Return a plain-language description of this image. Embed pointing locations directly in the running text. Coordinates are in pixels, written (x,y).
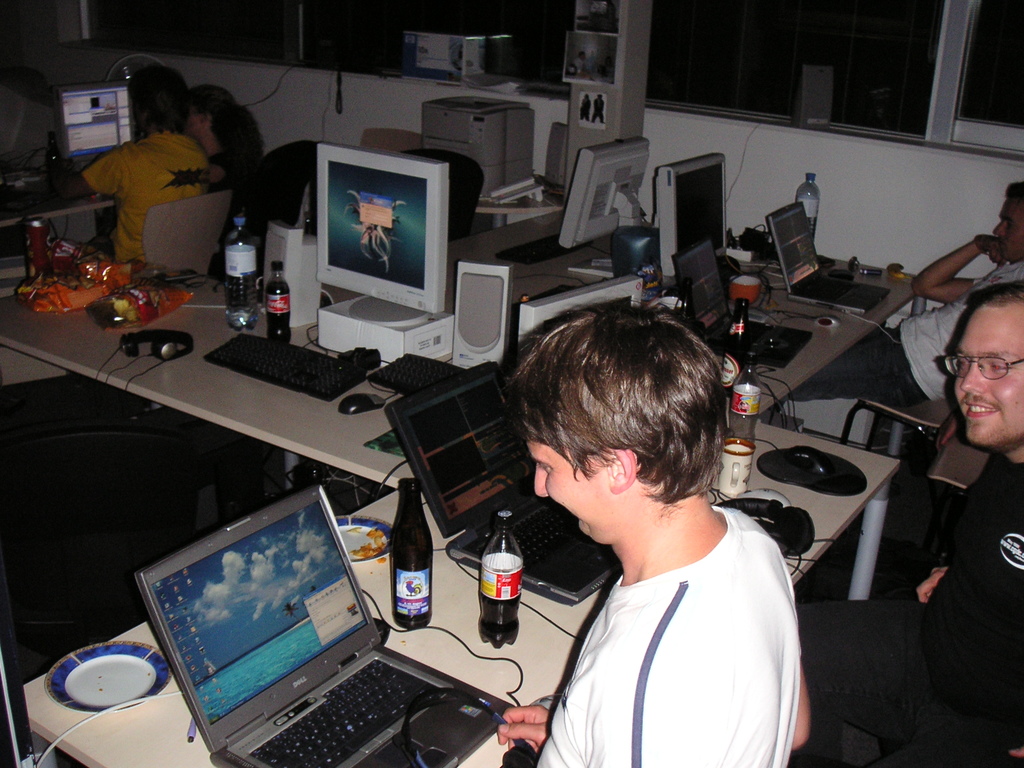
In this image I can see some people (935,381). I can see the computers (353,308) on the table (195,383).
